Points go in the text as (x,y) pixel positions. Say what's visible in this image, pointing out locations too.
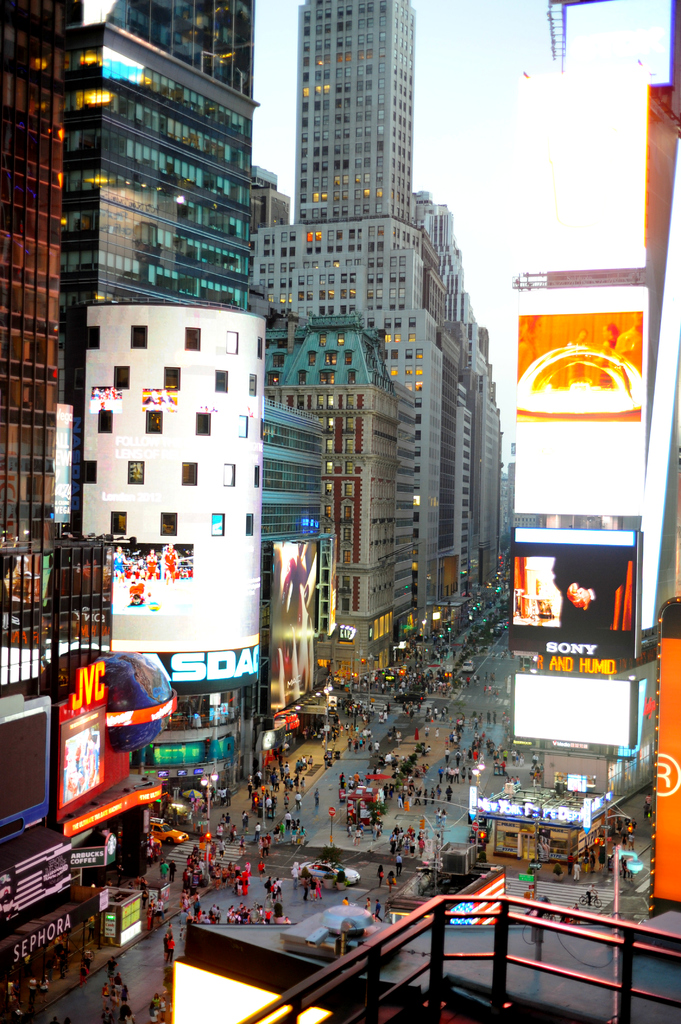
In this image we can see a few buildings (254,661), there are some windows (209,698), posters (524,487), vehicles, people (296,782), lights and boards (203,453) with some text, also we can see the sky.
